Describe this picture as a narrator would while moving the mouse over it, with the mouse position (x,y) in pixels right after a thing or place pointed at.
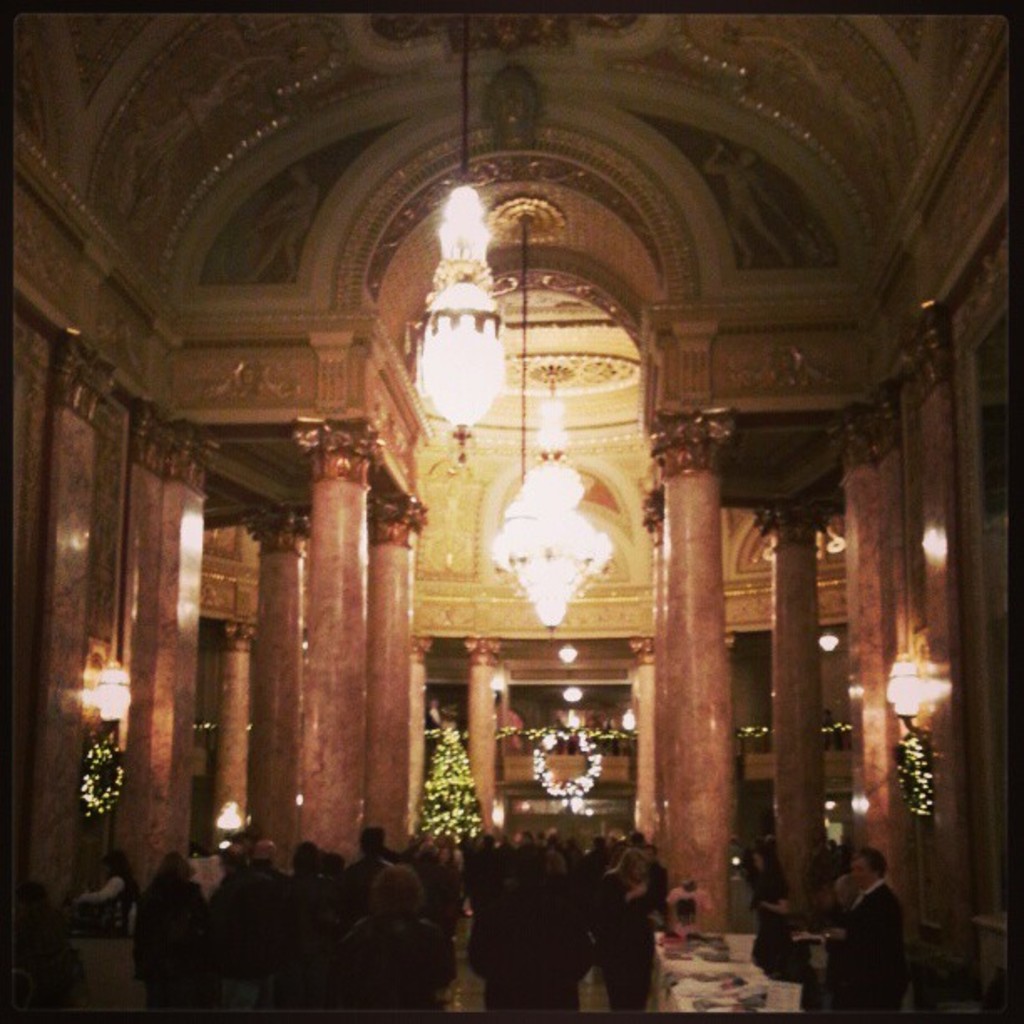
Inside a palace (331,479) there is a crowd (504,855) and in the front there is a Christmas tree (452,771) and the palace (529,608) is beautifully decorated with lot of lights (508,575).
